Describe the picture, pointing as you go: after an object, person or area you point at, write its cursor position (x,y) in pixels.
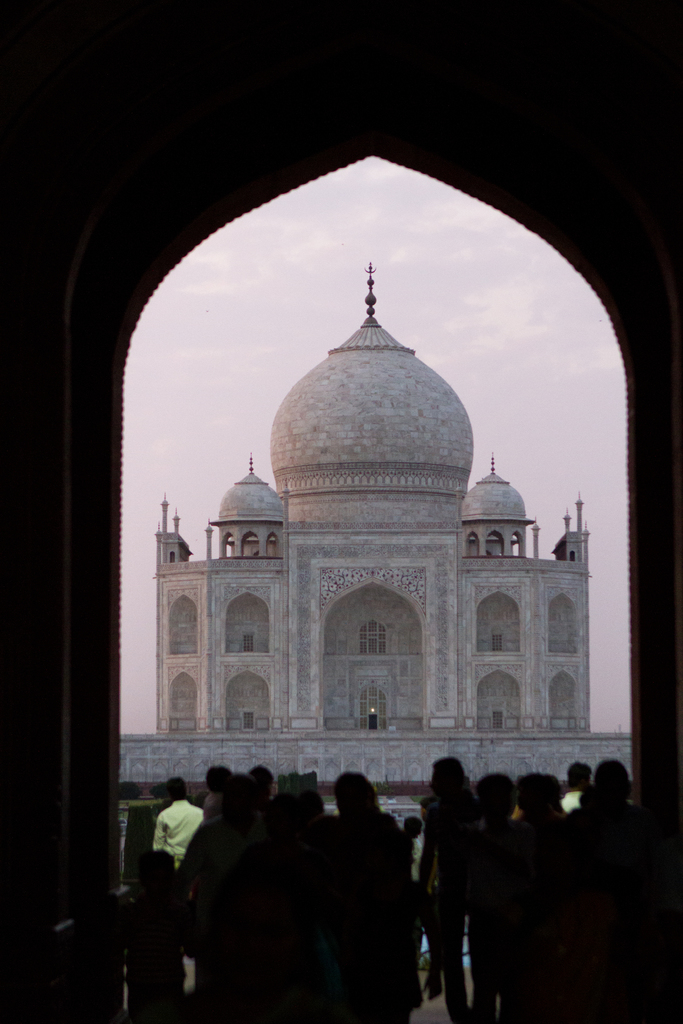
In this picture we can observe Taj Mahal (381,601). There are some people (317,911) standing here. In the background (210,400) there is a sky (463,361).
